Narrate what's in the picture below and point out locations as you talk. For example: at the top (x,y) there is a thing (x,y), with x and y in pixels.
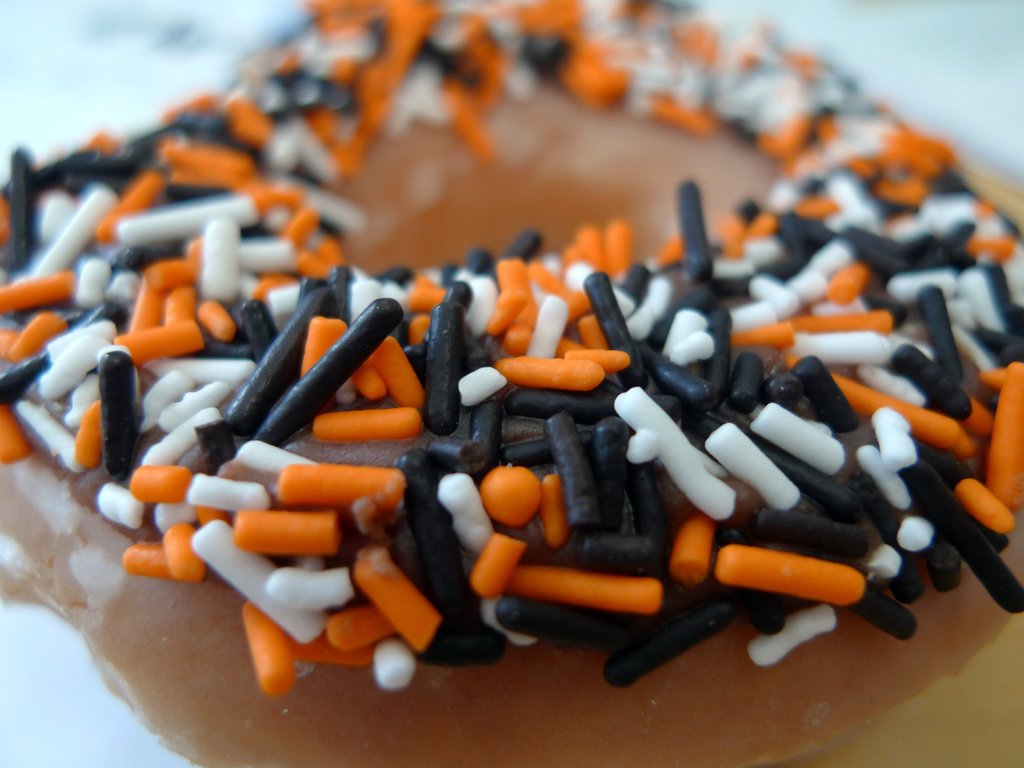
In this image there is a doughnut (560,697) on which there are sprinkles (467,394).
